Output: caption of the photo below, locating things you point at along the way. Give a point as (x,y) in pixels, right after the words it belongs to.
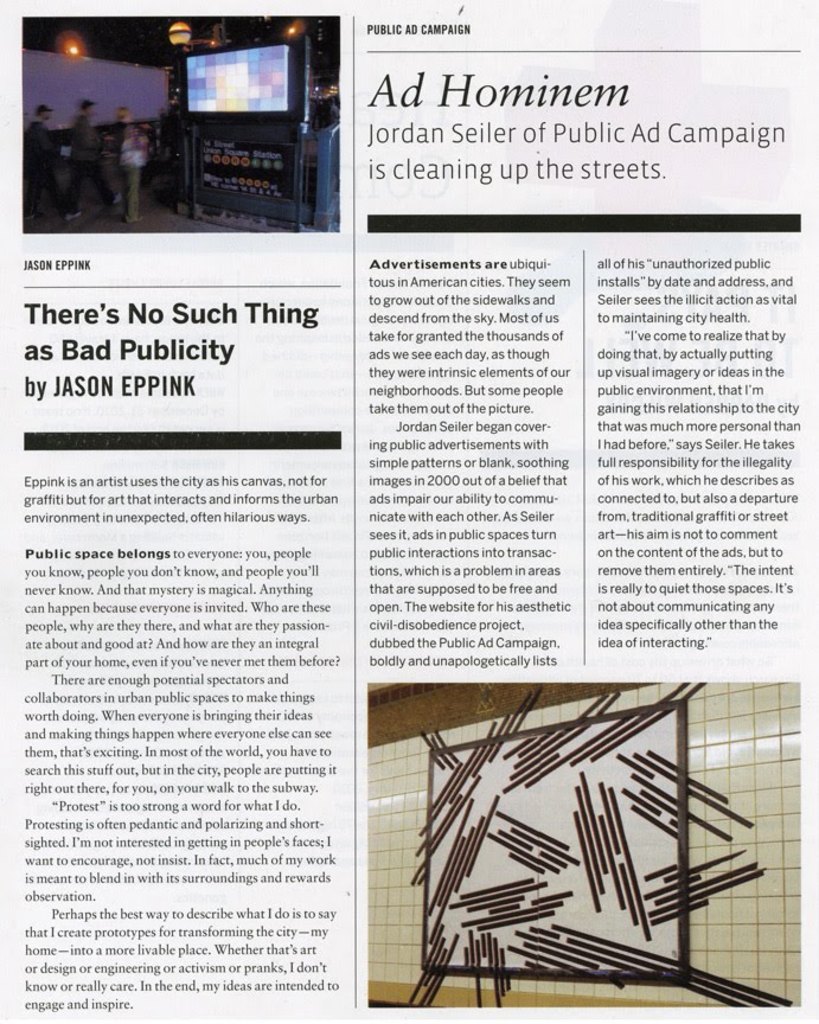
In the image we can see a paper (781,404), in the paper (492,215) we can see some text (83,827) and we can see a picture (86,91). In the picture (26,132) we can see some people (44,169) and screen (271,56).
